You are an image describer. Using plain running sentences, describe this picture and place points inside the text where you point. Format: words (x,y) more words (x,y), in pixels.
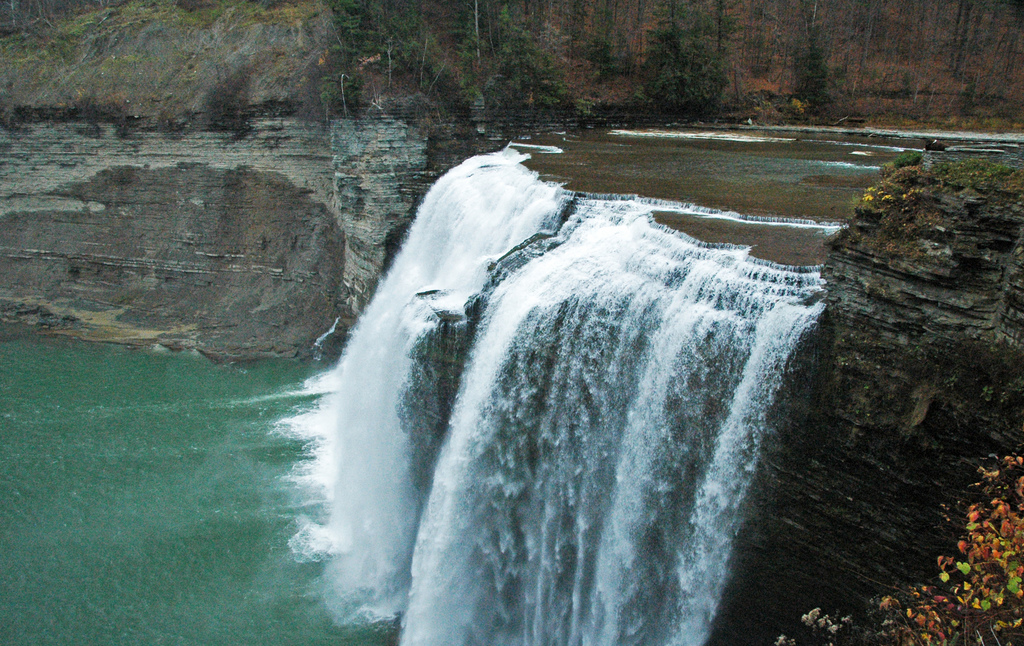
In this image I can see the water (158,520) and the water (484,484) flowing. To the side of the water (383,335) I can see the rock (275,311) and many trees (494,100).
